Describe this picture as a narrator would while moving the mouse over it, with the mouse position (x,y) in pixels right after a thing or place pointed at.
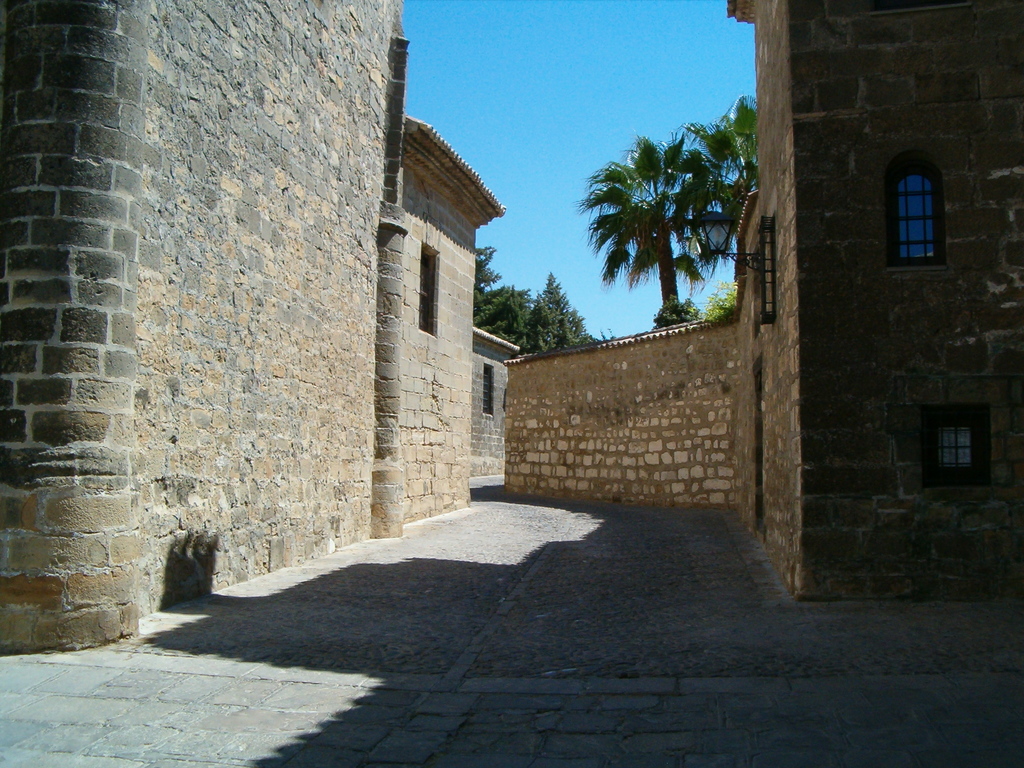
In this picture I can see walls (810,124) with the windows (985,436), there are trees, and in the background (533,106) there is the sky (557,113).
